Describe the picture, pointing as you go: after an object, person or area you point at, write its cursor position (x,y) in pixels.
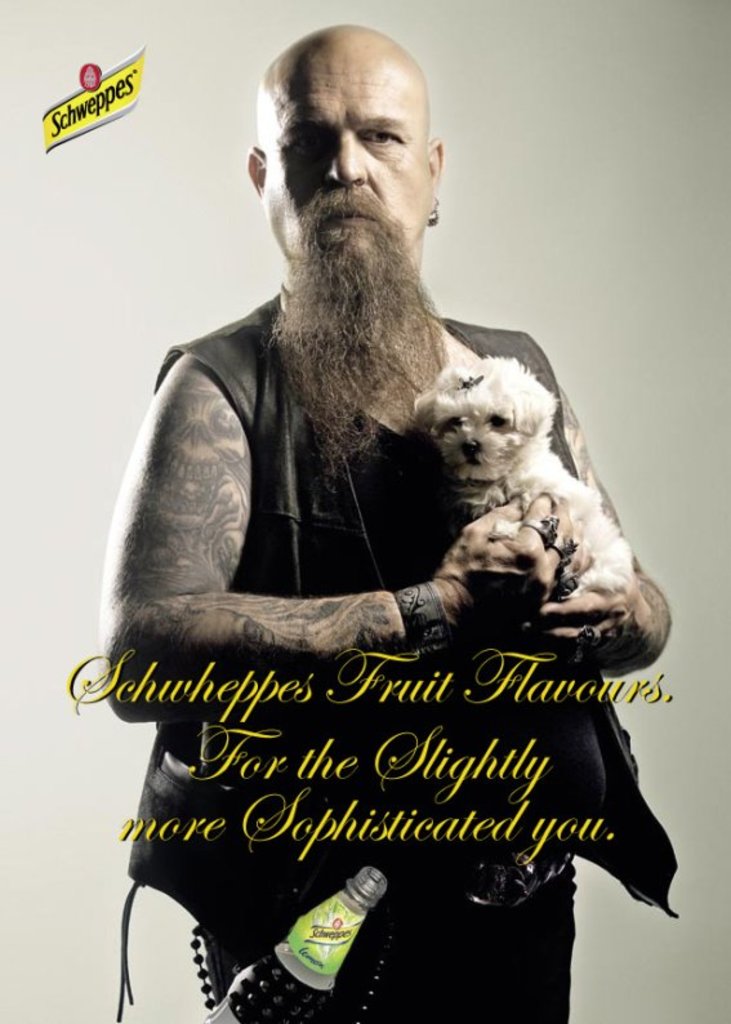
There is a man (359,627) wearing a vest coat (299,420) holding a puppy (555,483), he has long beard (361,334), bald head (351,78) and had bottle (320,930) in his pocket (258,1000).
